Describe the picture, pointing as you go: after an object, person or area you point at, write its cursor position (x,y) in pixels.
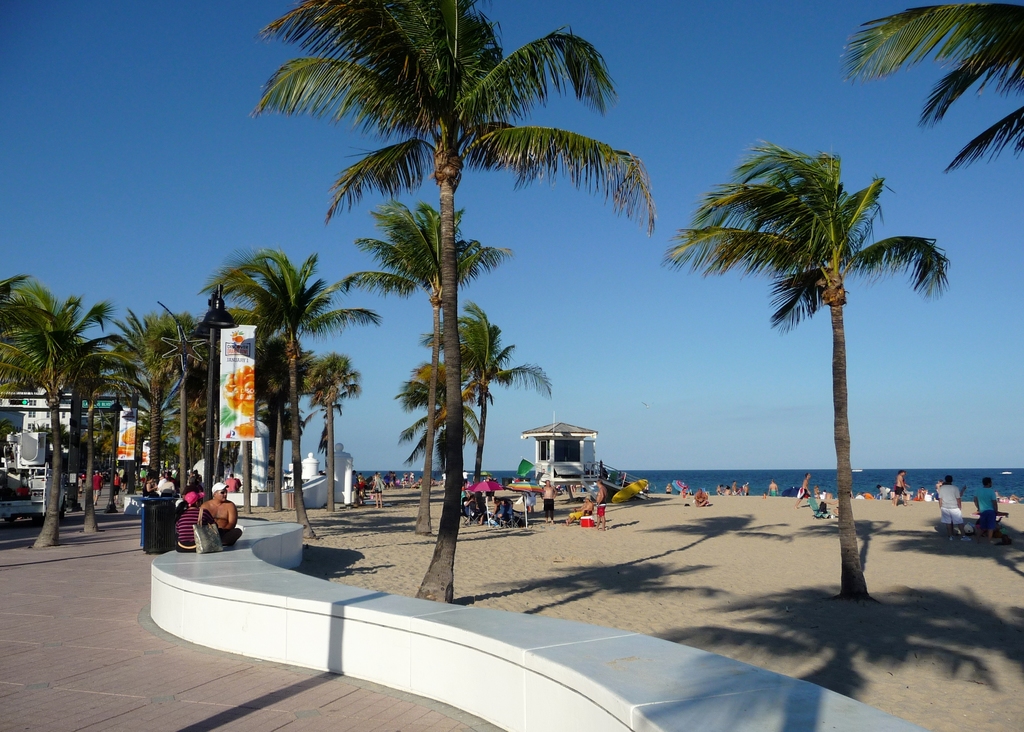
In the center of the image (435,276) there are trees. There is a pavement (323,728). There are people (236,531). In the background of the image (736,431) there is sky (702,417). There is water (681,470). There is sand (668,577).
